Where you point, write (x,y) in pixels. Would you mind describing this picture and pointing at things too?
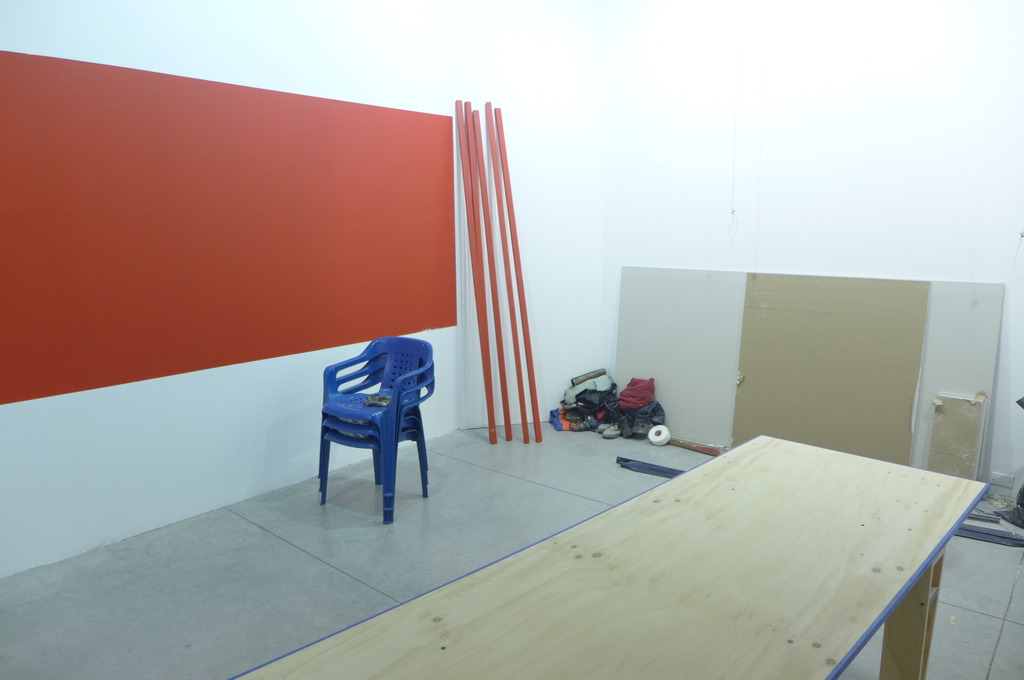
In this image I can see a table (601,515), three blue colour chairs (398,434) and five red colour sticks (509,307). I can also see few clothes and few boards (891,404) on the floor (604,441). I can also see few other stuffs (618,422) on the floor (642,476).
